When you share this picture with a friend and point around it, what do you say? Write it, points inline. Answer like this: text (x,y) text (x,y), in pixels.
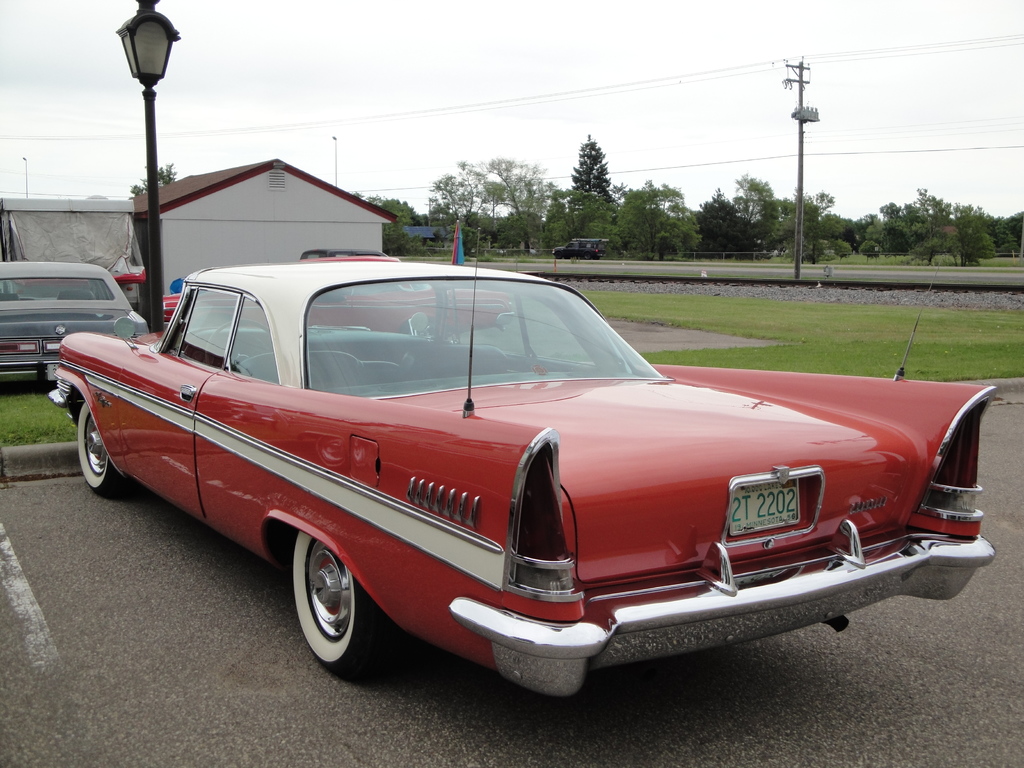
In the center of the image (456,457) we can see one car (553,549), which is in red color. In the background (521,152), we can see the sky (498,75), clouds (485,80), trees (596,226), grass (911,353), vehicles (24,287), poles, one flag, one house (288,203), tent (1,202) etc.
